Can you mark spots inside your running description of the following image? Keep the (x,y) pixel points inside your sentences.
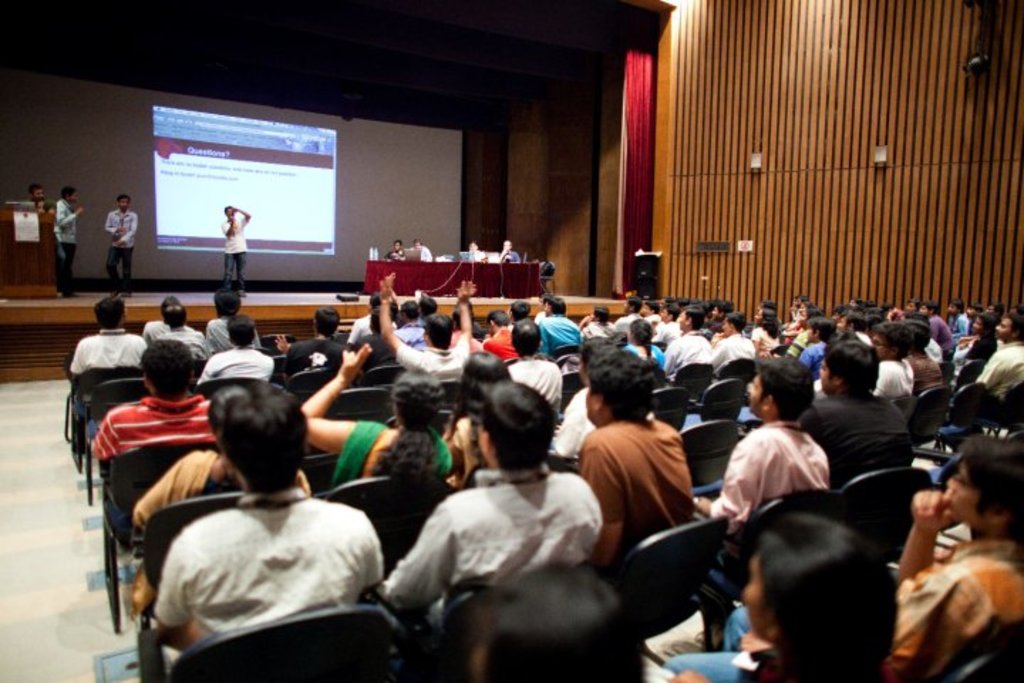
In the center of the image (638,324) we can see a few people (613,459) are sitting on the chairs (373,488). In the background (614,209) there is a wall (614,209), curtain (632,220), stage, screen (92,260), stand (14,273), table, cloth (400,272), few people (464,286) are sitting, few people (70,259) are standing and a few other objects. On the screen (336,203), we can see some text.
